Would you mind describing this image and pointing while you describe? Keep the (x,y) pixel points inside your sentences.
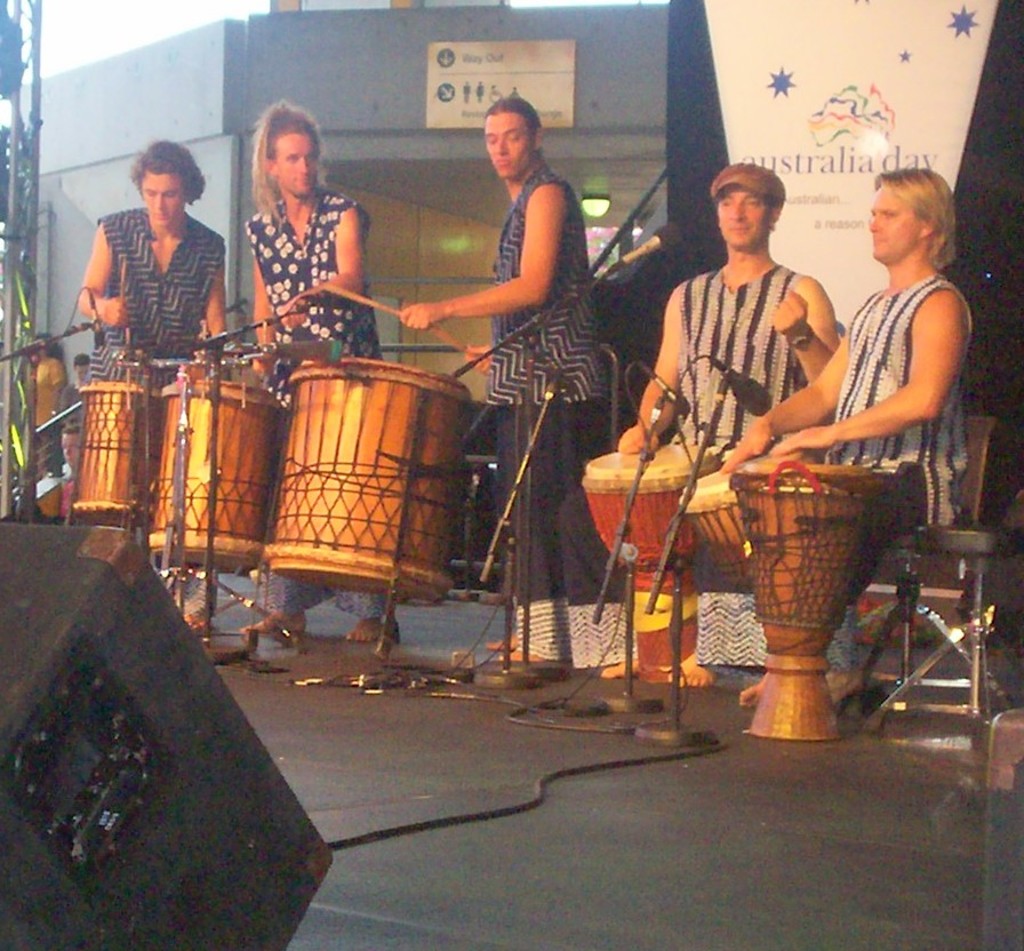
In this picture five people (215,279) are playing the drums (446,450). few mike stands (753,402) are fixed just above this drums (668,474). In the background (458,57) there is a building (237,50). At the back of these persons (754,259) there is a board (848,110).
